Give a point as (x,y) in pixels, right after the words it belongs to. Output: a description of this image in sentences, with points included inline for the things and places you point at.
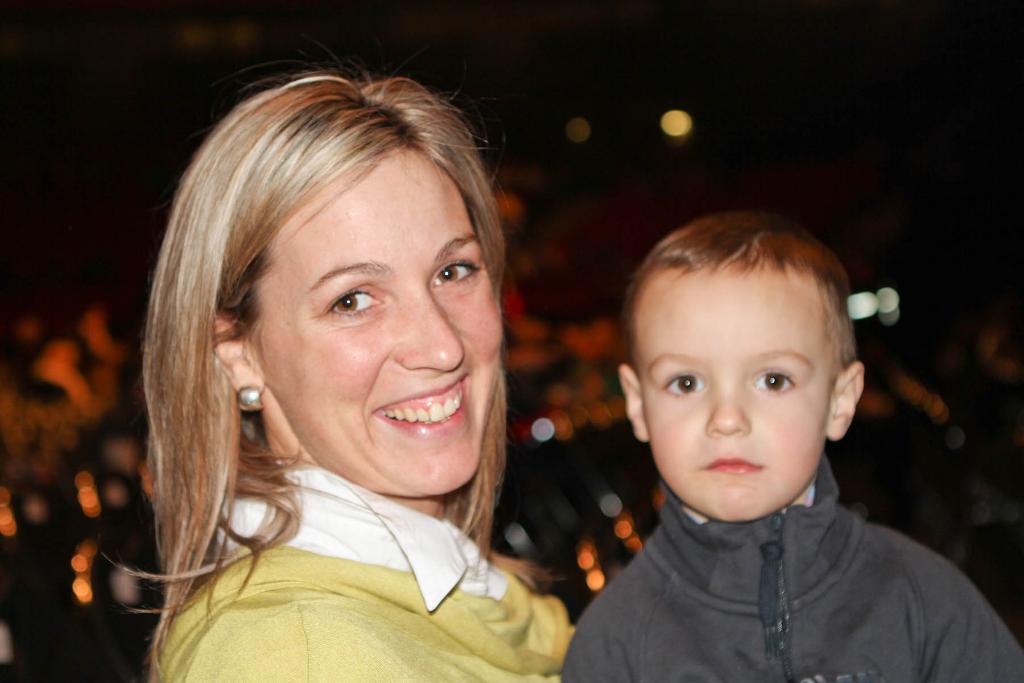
In the picture we can see a woman (277,106) and a child (626,664), woman (529,661) is smiling and behind her we can see some lights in the dark which are not clearly visible.
